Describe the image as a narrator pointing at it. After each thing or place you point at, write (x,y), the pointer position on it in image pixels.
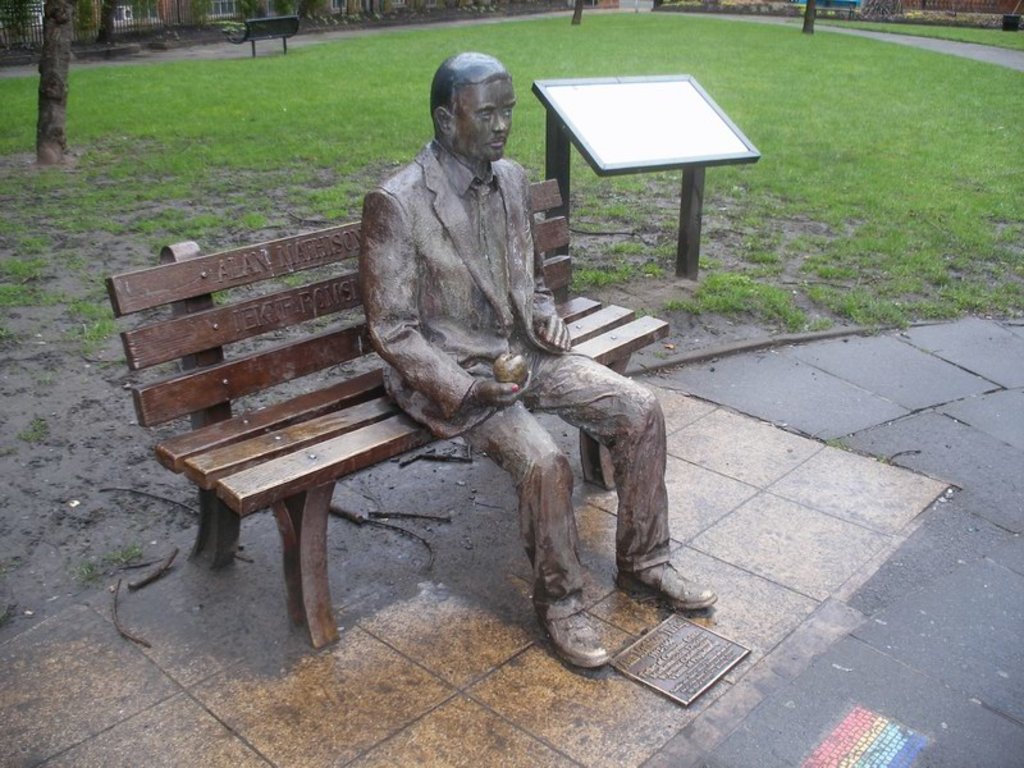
Man (434,266) sitting on the bench (288,432) there is grass (311,86) and tree (62,84).
